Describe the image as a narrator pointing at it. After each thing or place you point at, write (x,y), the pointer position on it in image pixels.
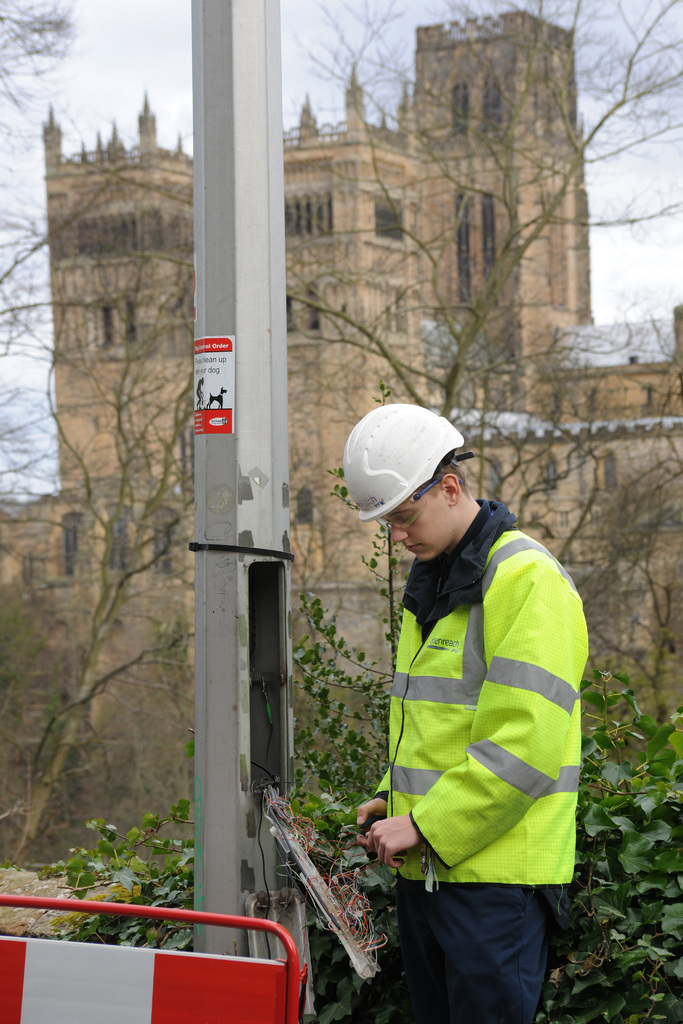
In the foreground of the picture (353,503) there are pole (252,19), barricade (206,963) and a person (429,682) wearing helmet (424,435) and working with the wires (271,819). In the center of the picture (315,659) there are plants (665,812) and trees (637,511). In the background (112,384) there is a construction (395,254).
